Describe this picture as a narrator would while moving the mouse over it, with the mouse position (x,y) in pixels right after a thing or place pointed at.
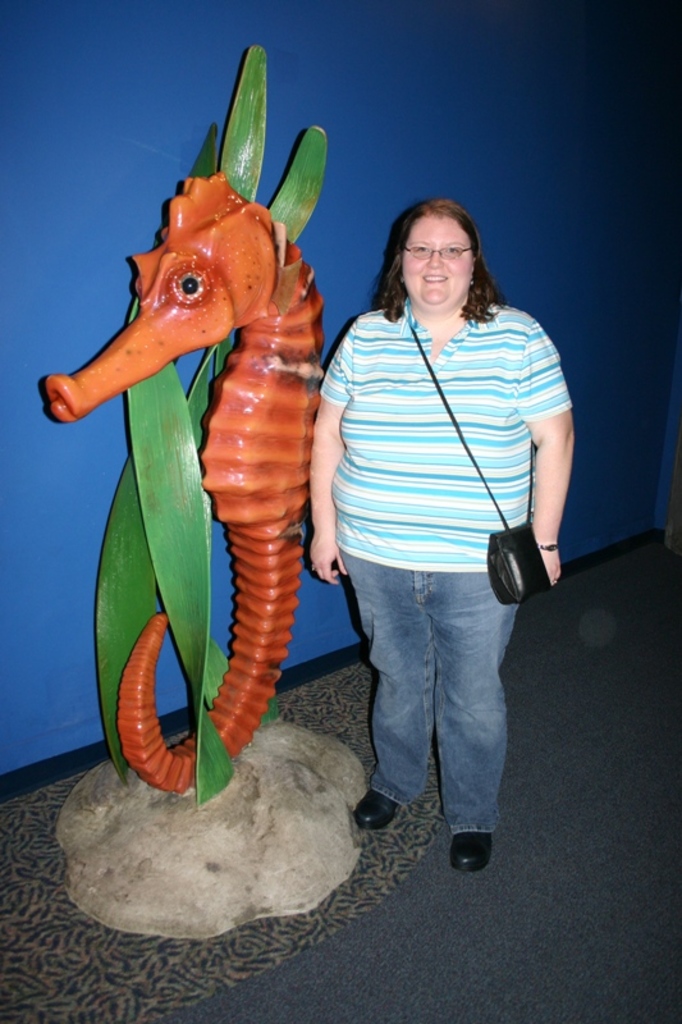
In this image a lady (428,469) wearing blue and white striped shirt (472,416) is standing beside a statue (286,431) of a seahorse (231,246). She is smiling she is carrying a bag (489,555). In the background (314,90) there is blue wall (382,95). These are green leaves like structure (174,414).
